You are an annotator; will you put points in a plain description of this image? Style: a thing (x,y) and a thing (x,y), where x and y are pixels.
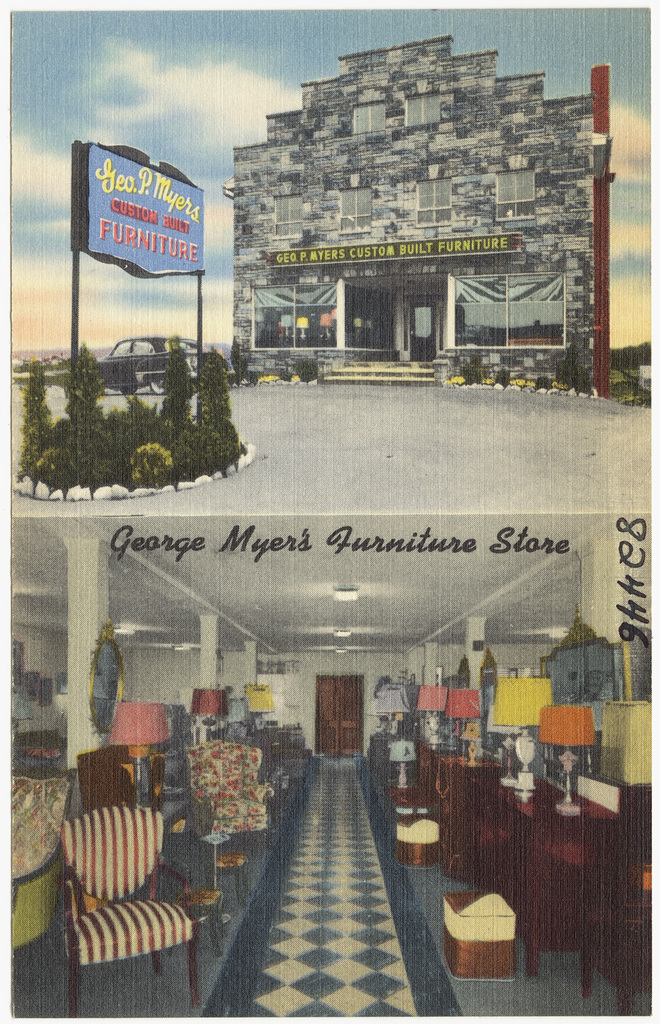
In the picture I can see the art (220,882). In the top (342,341) image I can see a board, trees (87,440), vehicle (122,369) parked here and a building (331,300) and the sky (246,115) with clouds (244,125) in the background (248,97). In the bottom (220,825) picture I can see chairs (104,922), tables (581,848), table lamps (573,802), door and ceiling lights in the background (321,740). Here we can see the watermark (126,528) in the center of the image (237,552).
